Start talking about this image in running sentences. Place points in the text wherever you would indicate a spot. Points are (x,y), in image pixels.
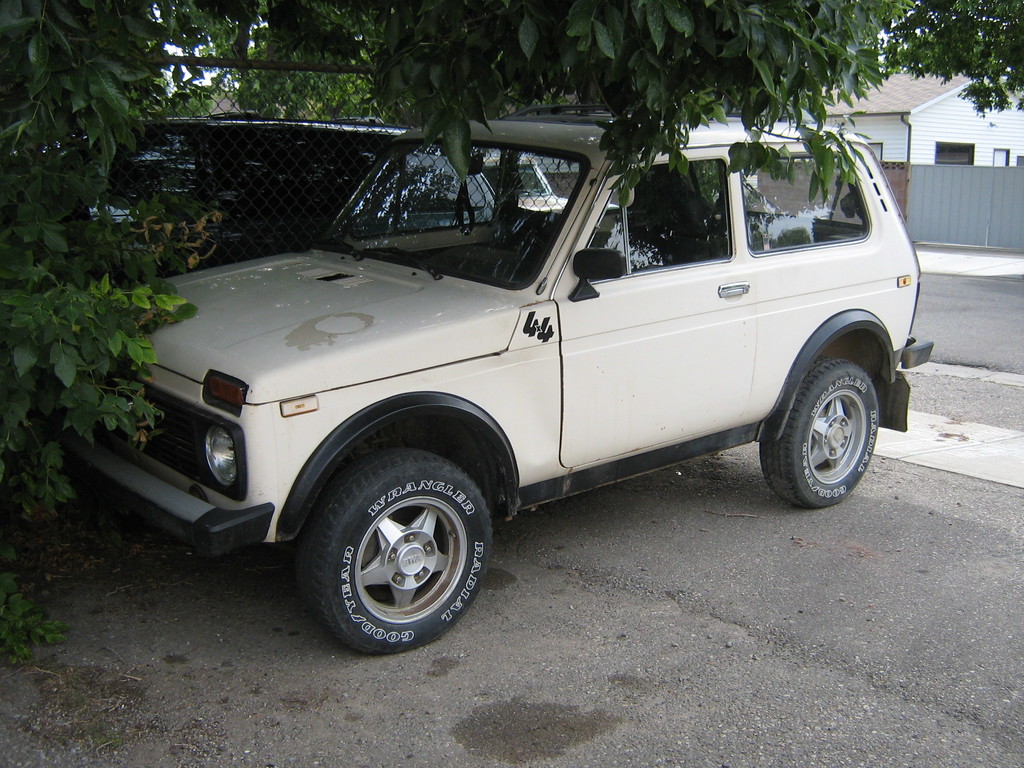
In this image we can see there are vehicles (449,207) parked on the ground (731,549) and there are trees (984,99), at the back (947,191) we can see the house (918,151) and gate (920,167).
